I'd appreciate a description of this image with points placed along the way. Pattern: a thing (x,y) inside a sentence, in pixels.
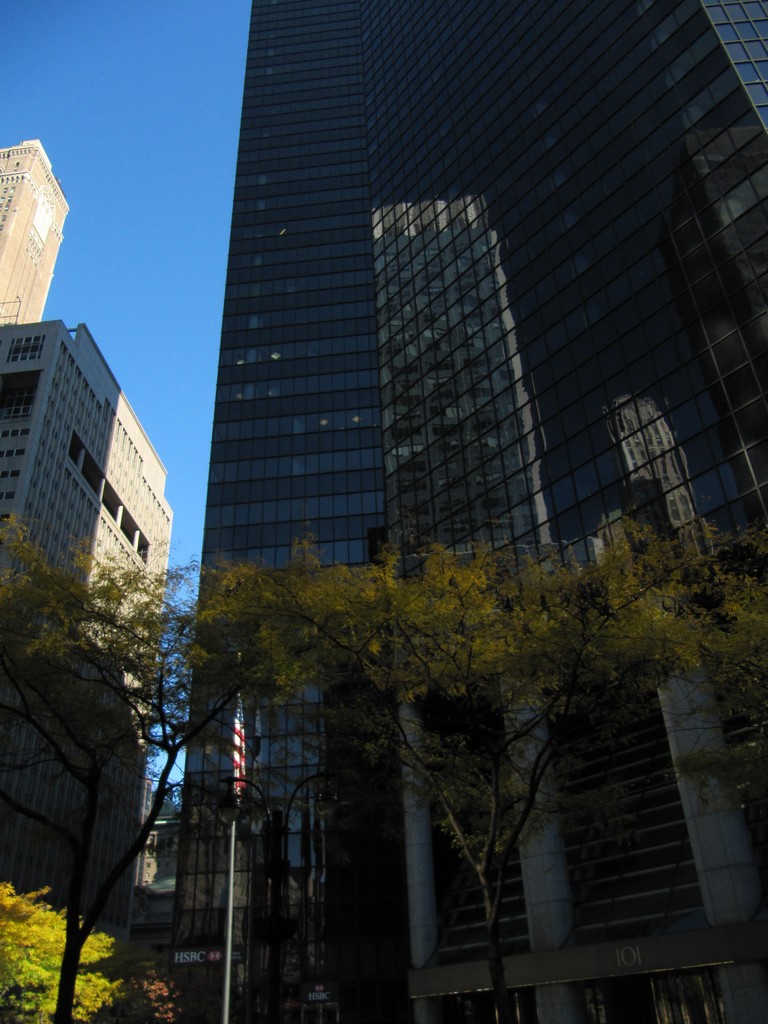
In this image there are buildings (99,439), in front of the buildings (280,765) there are trees (456,836) and a flag (237,755). In the background (123,288) there is a sky (130,288).
